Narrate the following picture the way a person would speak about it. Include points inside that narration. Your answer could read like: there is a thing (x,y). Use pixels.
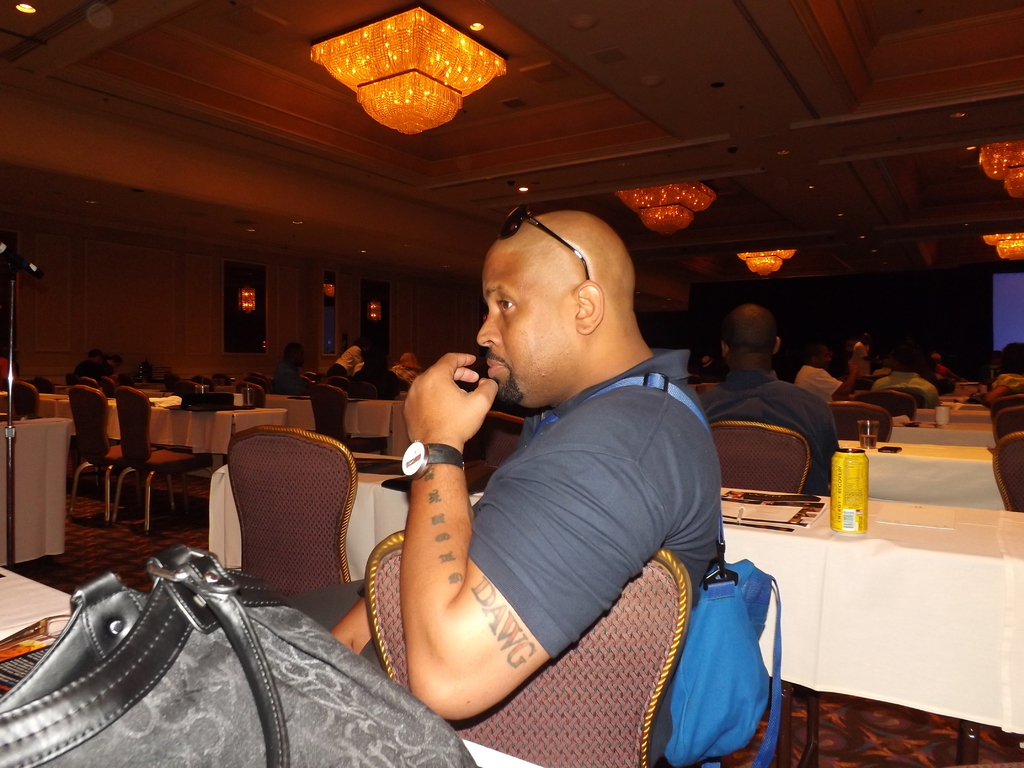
In this image I can see a man (360,643) who is sitting on a chair (640,683) in front of a table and there are other people (917,379) who are sitting on a chair (886,425) in front of a table (921,472). On the table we have a bag (267,672) and other objects (850,504) on it.
